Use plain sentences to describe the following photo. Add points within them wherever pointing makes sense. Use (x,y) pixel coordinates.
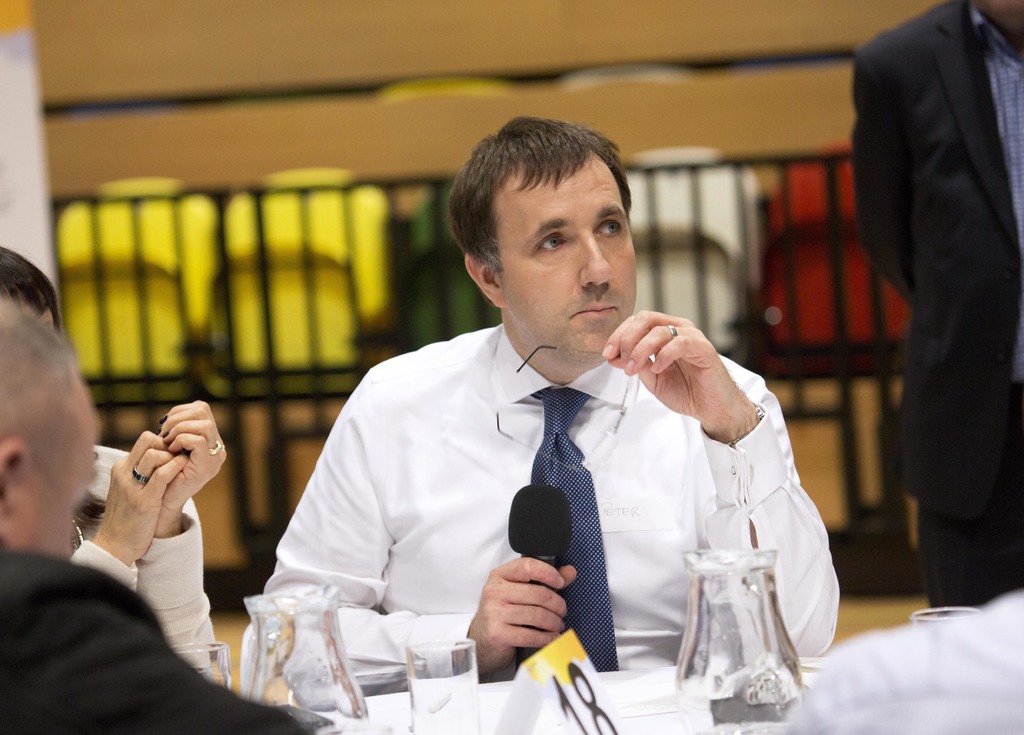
In this image we can see few person's (529,395), a person (637,490) is holding mic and specs (620,425), and there are jugs (746,687) and glasses (462,673) on the table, and there is a card (588,681) on the table (619,677) with some number (573,710) written on it.
